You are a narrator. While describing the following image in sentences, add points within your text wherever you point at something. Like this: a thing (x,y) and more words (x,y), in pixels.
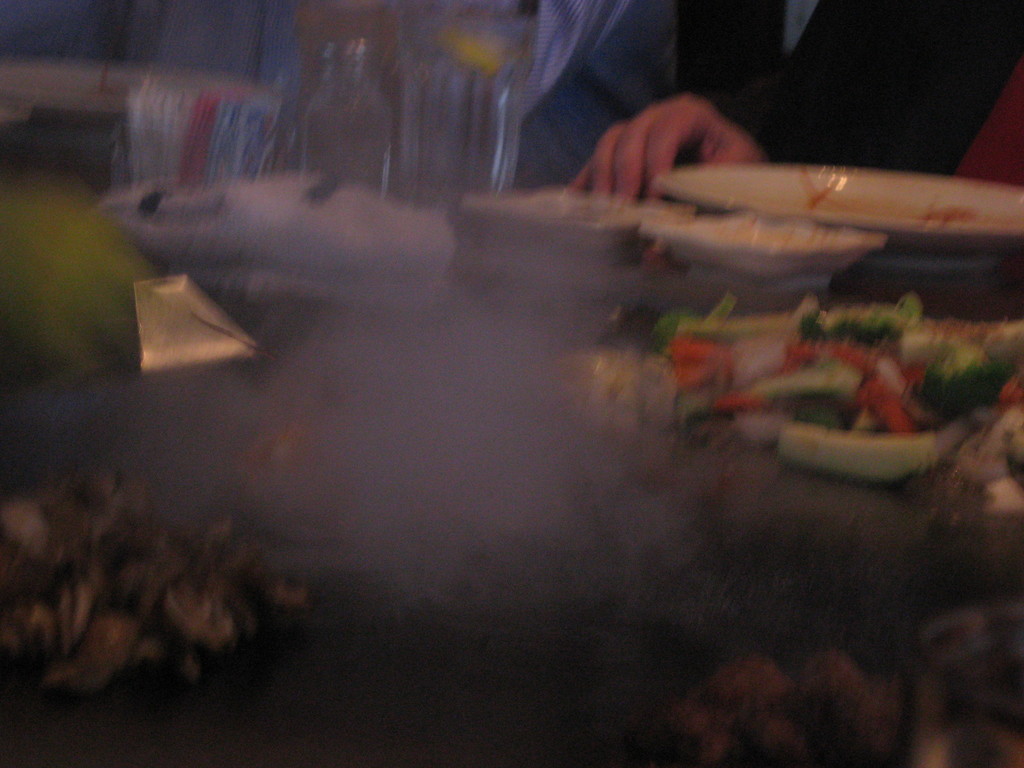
In this image we can see some portion is blur and on right side of the image (862,351) we can see some food items (795,323) which are in plates (885,211) and bowls (754,233) and there is some person (813,103) sitting.
